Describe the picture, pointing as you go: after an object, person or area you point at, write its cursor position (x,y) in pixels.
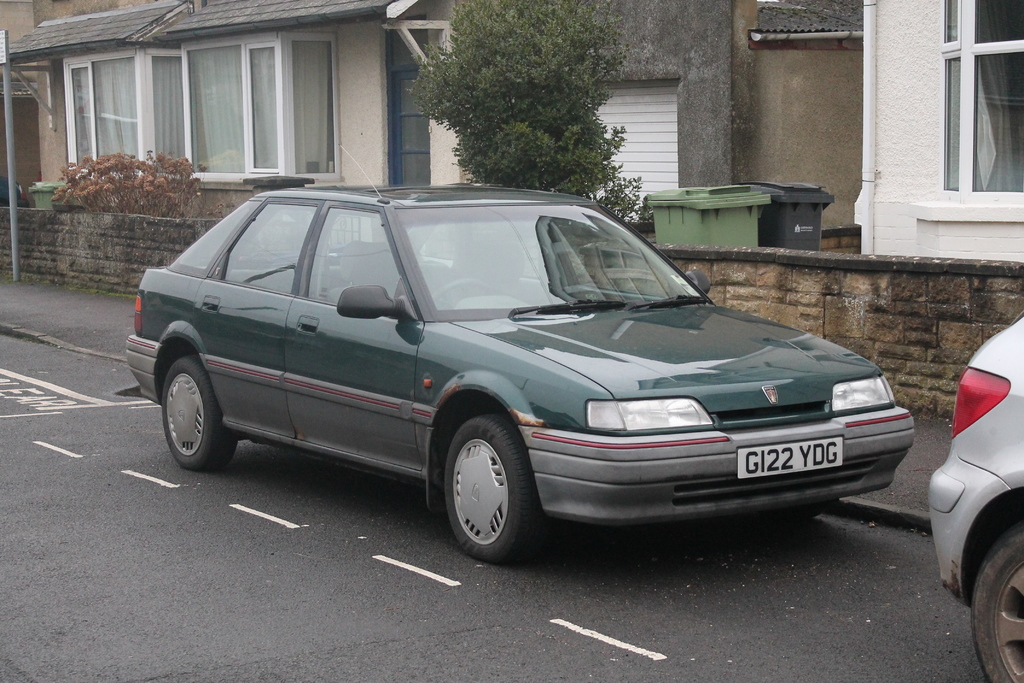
On the right side of the picture (953,139) we can see the wall (912,101), windows (1009,155). Through glass (1022,167) curtains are visible. We can see the plants (111,160), trash cans (822,198). In this picture we can see the cars (339,381) on the road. On the left side of the picture (16,234) we can see a pole (12,214).
